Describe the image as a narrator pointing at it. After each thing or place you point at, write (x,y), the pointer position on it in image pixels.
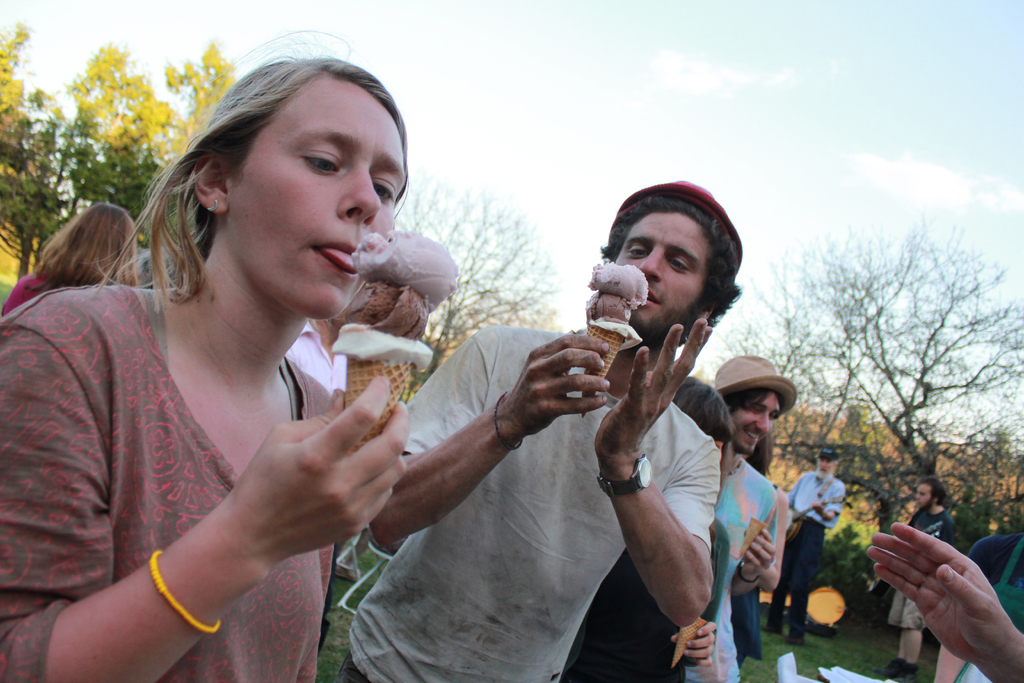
In this image we can see group of persons (808,561) standing on the ground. One woman (317,435) is wearing a dress (314,394) and holding an ice cream (412,285) in her hand (367,405). One person (758,367) is wearing a hat (770,366). In the background (798,593), we can see a person (795,566) holding a guitar (845,502) in his hands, a group of trees (91,165) and the sky (854,155).
